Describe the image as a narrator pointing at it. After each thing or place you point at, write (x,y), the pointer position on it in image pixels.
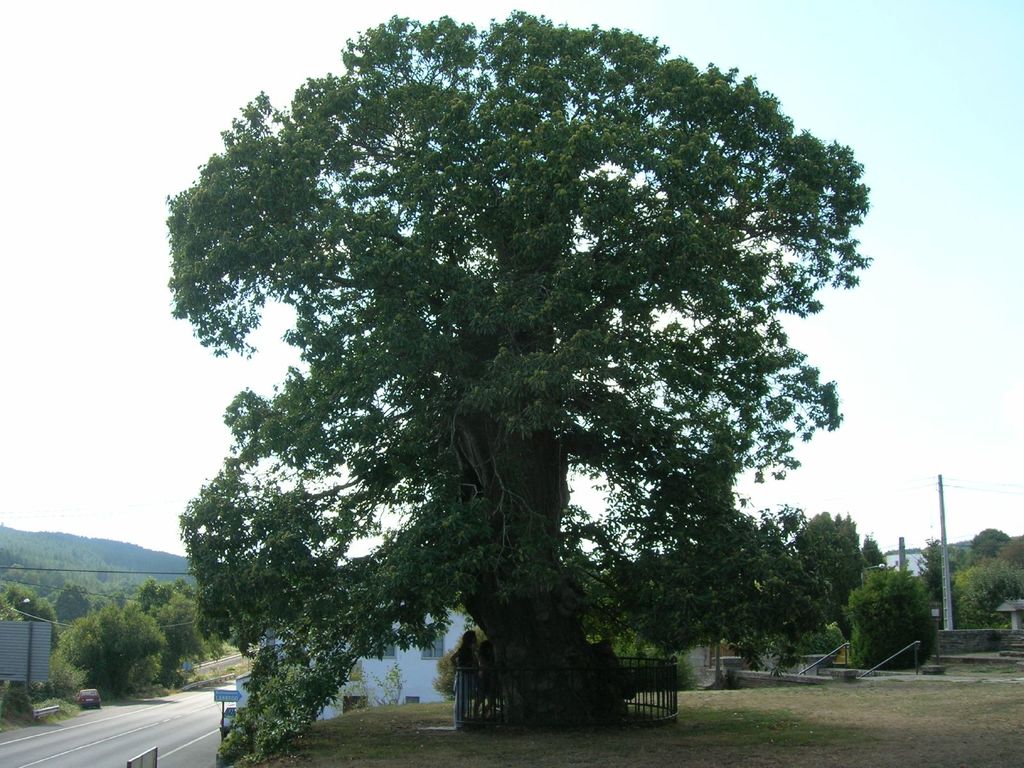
In this image I can see trees (205,496) in green color, background (414,685) I can see few buildings (429,686) in white color, few poles (947,573) and the sky (973,239) is in white color.
